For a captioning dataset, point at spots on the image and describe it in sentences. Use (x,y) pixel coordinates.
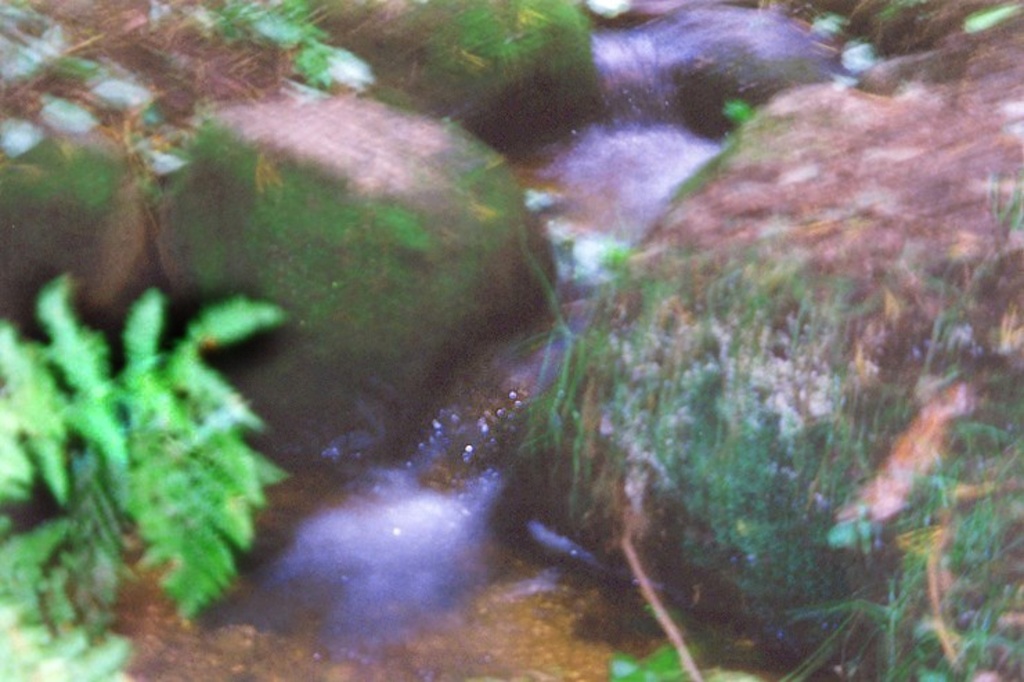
This picture shows plants (586,395) and water (642,178) and we see rocks (876,79).
